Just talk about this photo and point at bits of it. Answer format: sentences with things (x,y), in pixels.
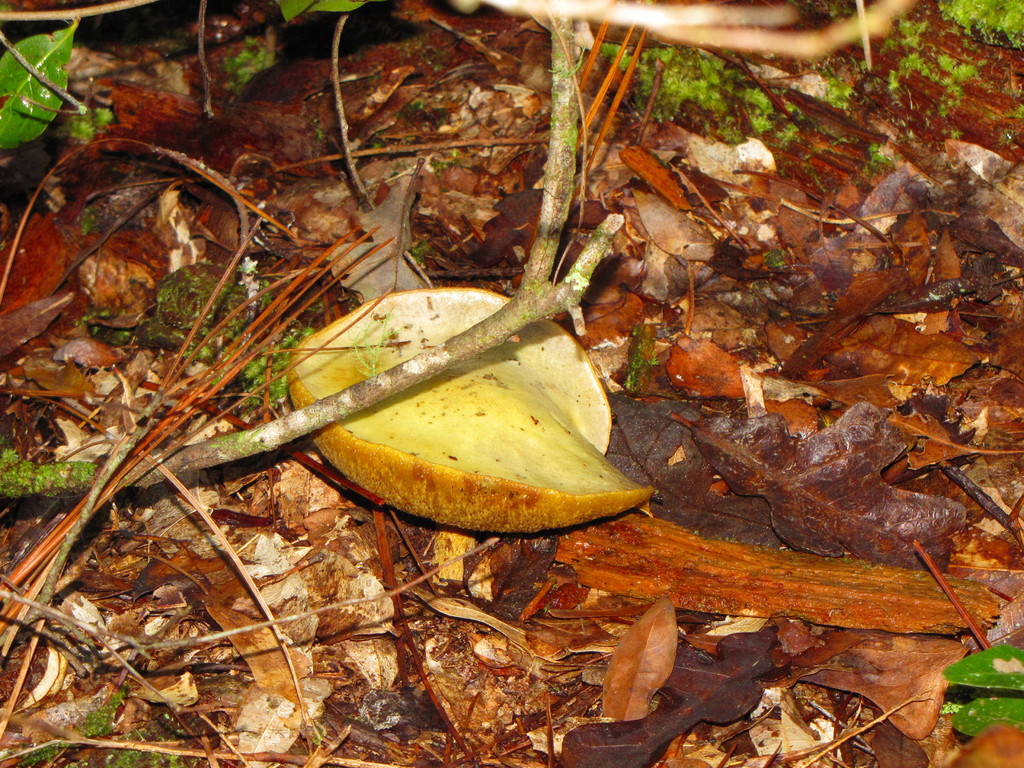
In this image in the foreground (543,388) there are dry leaves (705,441), sticks (565,59), may be a fruit piece (405,418) visible.
